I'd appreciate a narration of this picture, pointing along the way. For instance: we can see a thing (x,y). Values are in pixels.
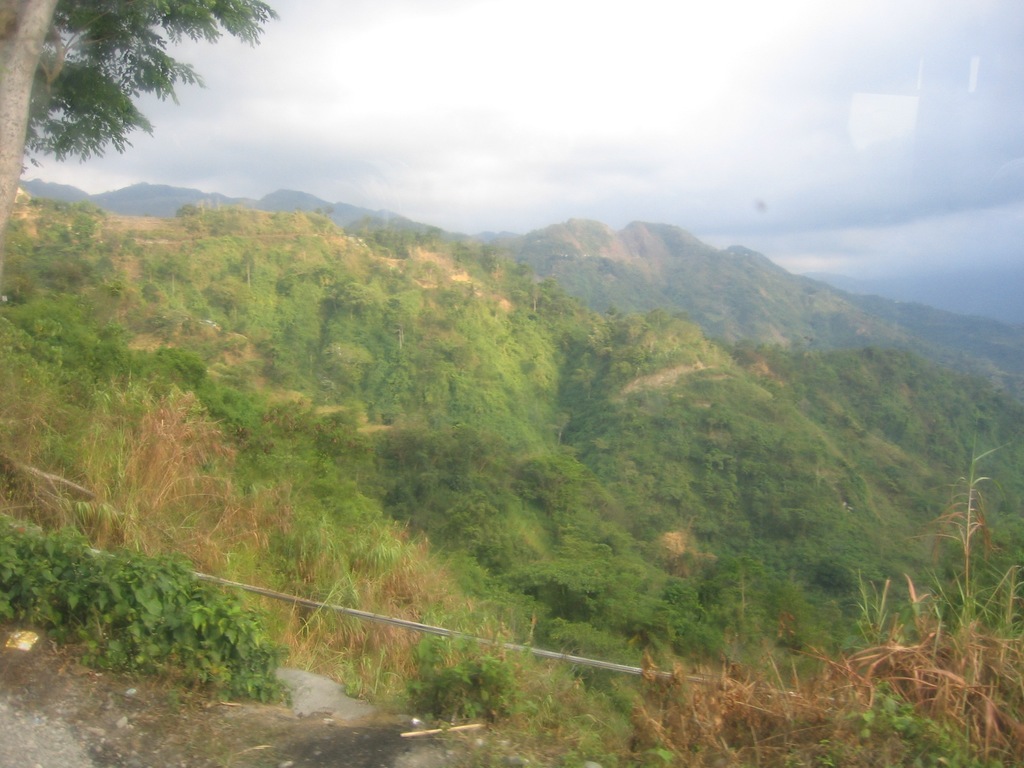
In this image in the center (519,304) there are some trees (847,356), plants (234,638), grass (1008,685). And at the bottom of the image (320,736) there is walkway (400,734), and in the background (446,268) there are mountains (107,202). At the top (472,149) there is sky (467,115).
